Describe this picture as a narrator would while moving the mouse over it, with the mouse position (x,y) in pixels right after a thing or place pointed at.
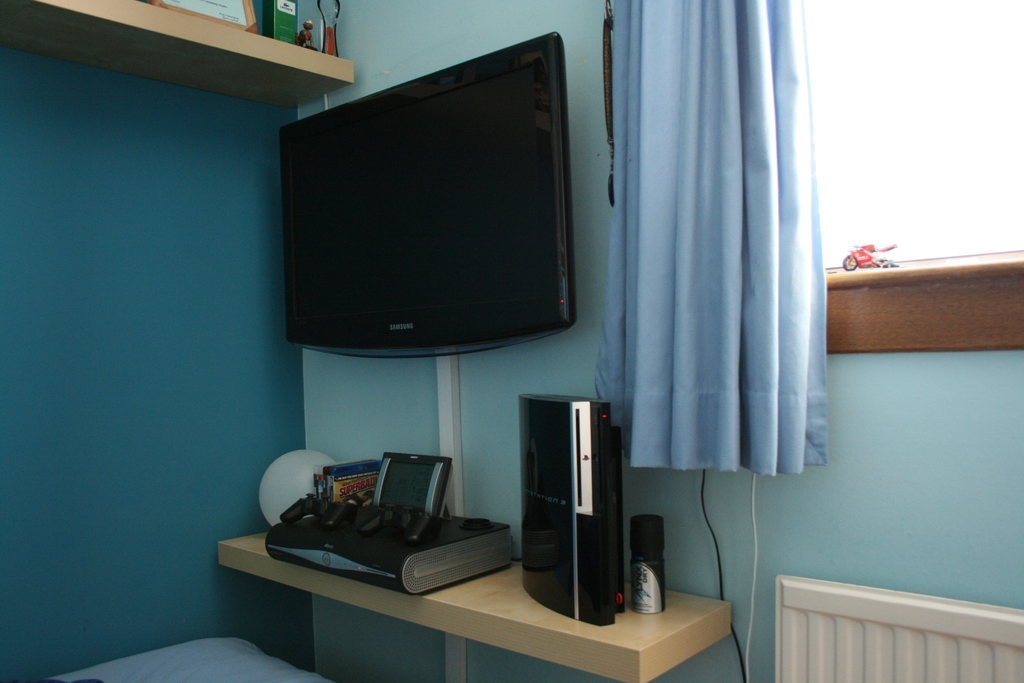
In the image we can see the electronic devices (406,482) and other objects (661,585) kept on the shelf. Here we can see the curtains (723,277), toy (883,267) and the window (872,114). Here we can see cable wires (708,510) and the wall (739,512).
